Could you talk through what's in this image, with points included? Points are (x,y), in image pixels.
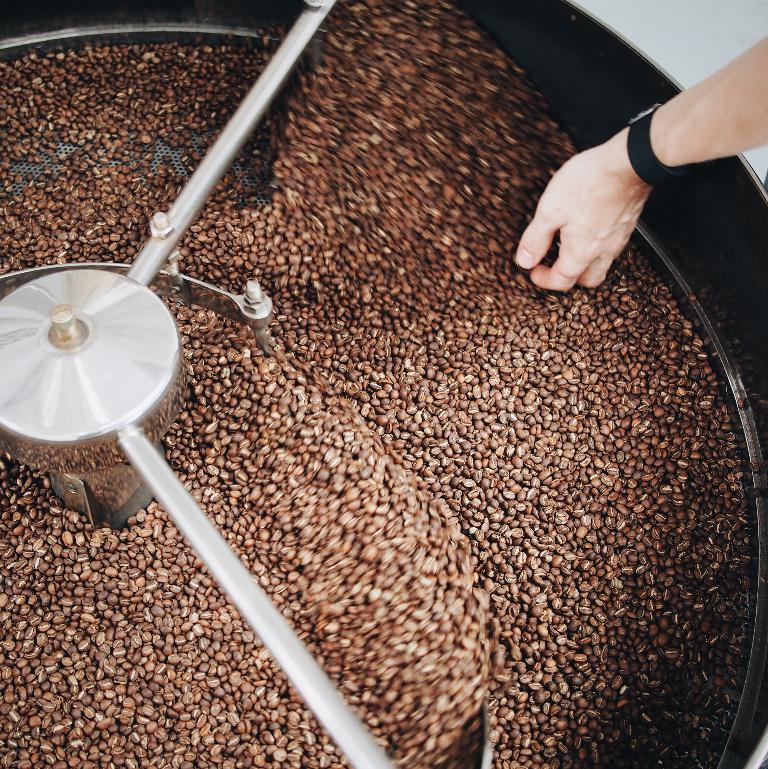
In this image I can see a huge metal container (765,700) in which I can see coffee beans (473,442) which are brown in color. I can see a human hand (608,233) who is wearing black color watch (645,138) to the right side of the image (531,255).
